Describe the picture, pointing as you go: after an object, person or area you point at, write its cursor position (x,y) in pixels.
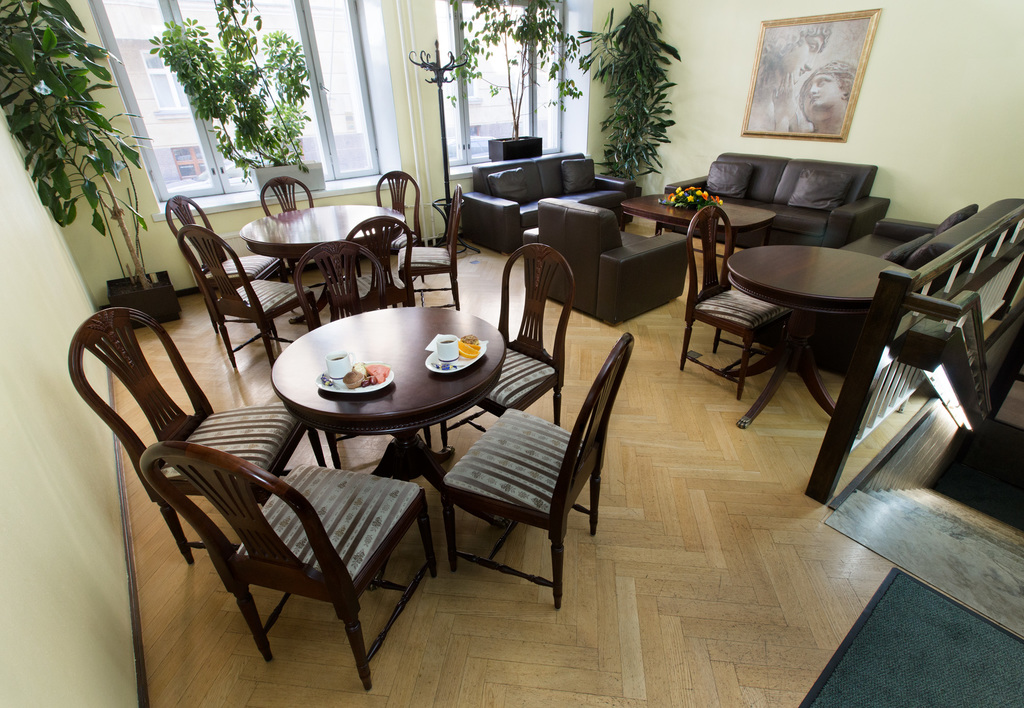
In this image i can see there are different tables (350,397), couches (557,289), plants (647,37), windows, painting (801,116) attached to the wall (859,101).
